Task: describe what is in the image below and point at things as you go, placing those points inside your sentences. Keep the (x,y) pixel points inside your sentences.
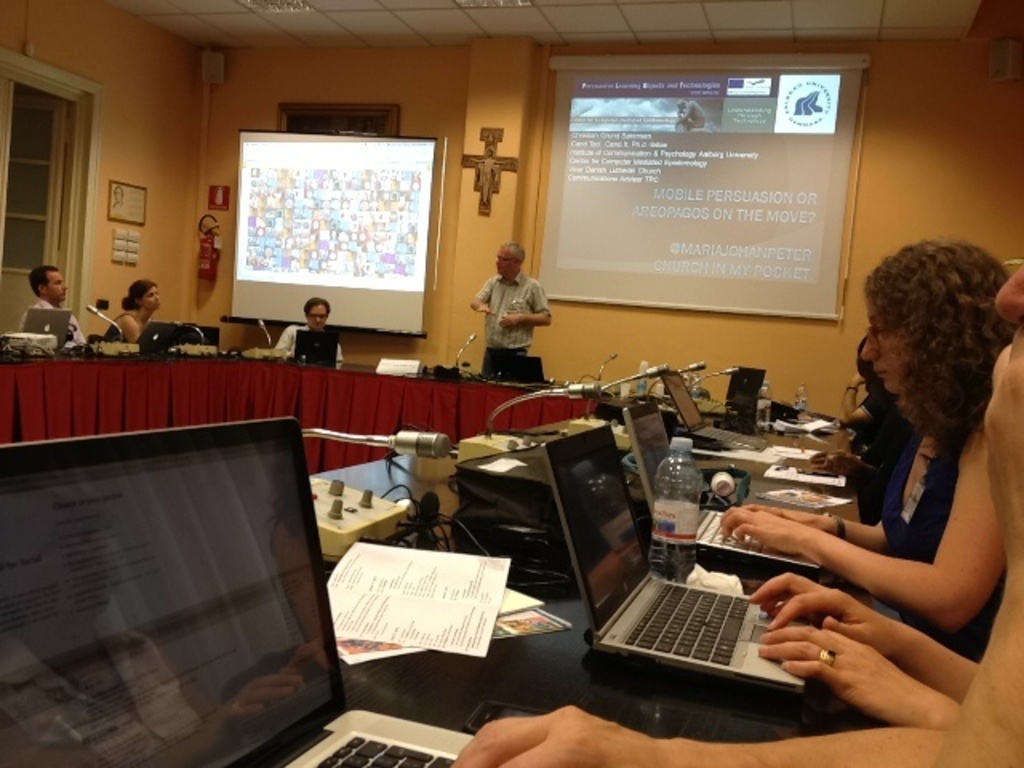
In this picture I can see group of people (519,744) sitting on the chairs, there is a man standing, there are laptops (707,550), mike's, papers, cables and some other objects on the table (586,406), there are frames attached to the wall (177,116), there are projector screens (370,230), there is a speaker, there is a fire extinguisher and there are some objects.
